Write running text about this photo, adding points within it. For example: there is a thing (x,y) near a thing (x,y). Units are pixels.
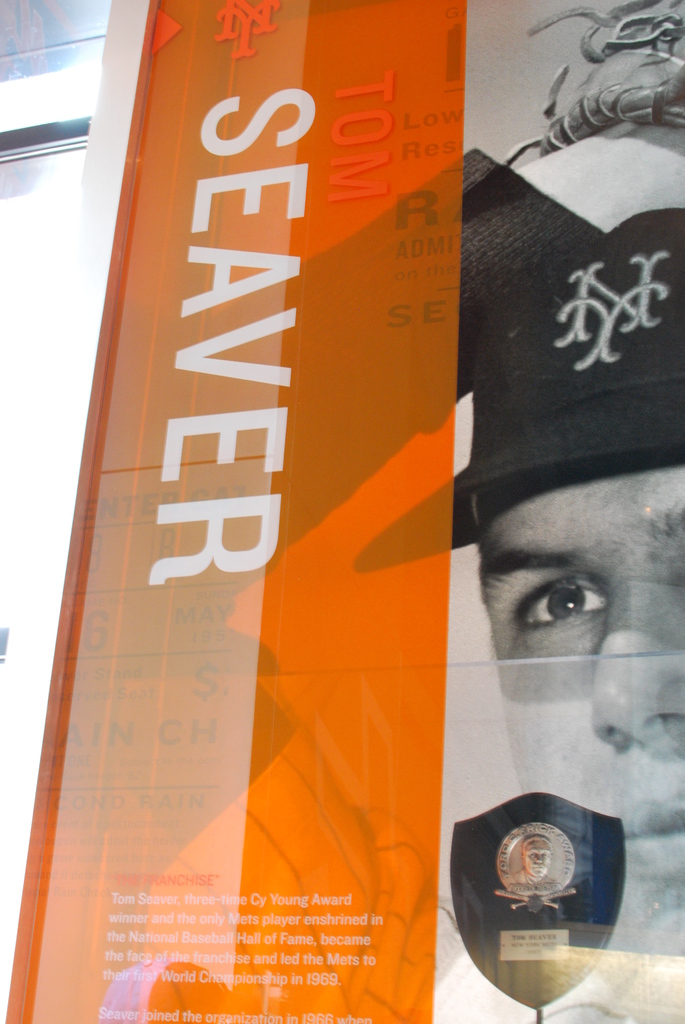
In the image there is a poster (439,673) in the front (202,465) with text (254,11) in the middle (247,369) and a man photo (503,594) on the right side (580,626) and behind it seems to be a wall (60,423).
